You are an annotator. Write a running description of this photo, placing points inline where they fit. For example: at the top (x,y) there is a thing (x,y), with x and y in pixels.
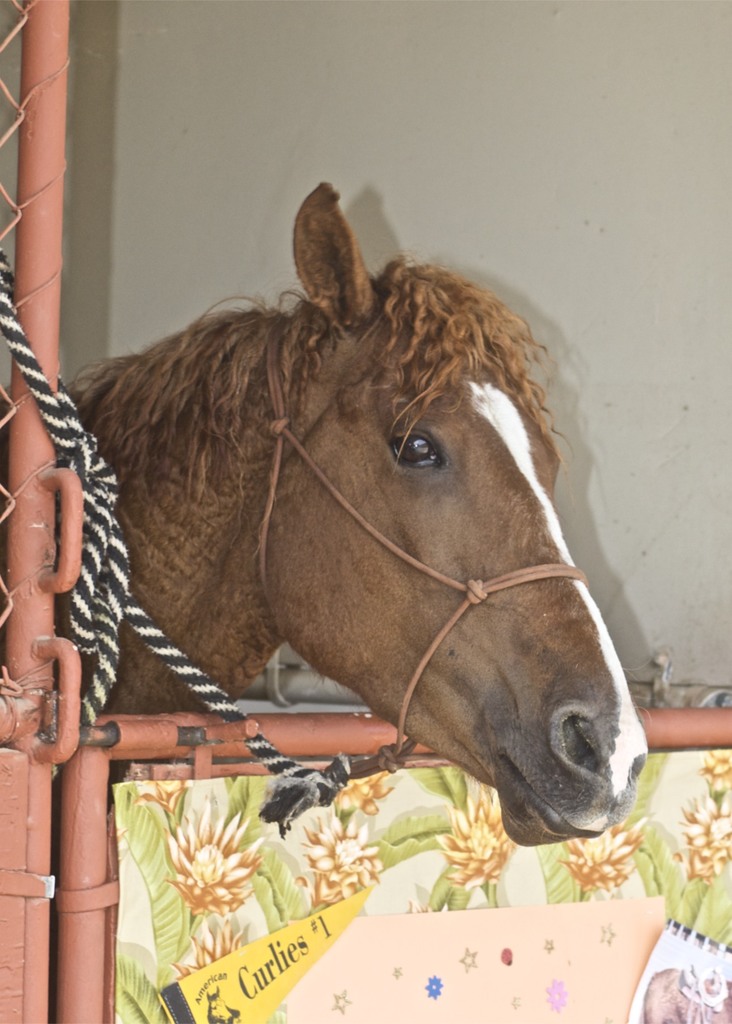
In this picture, we can see a horse (124,711), pole (41,50), fence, rope (13,344), the gate (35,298), poster (309,1003) with some text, images (316,852), and we can see the wall (542,332).
